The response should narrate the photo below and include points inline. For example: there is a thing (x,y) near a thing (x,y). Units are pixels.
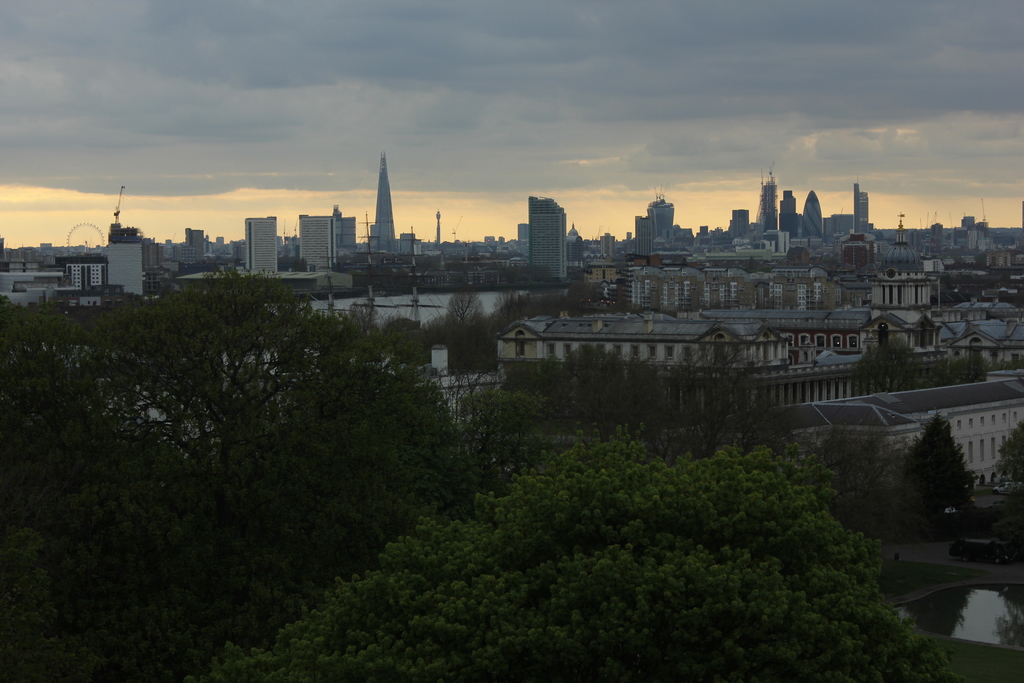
In this image we can see many houses (671,317) and buildings (705,337). There are many trees (635,552) in the image. There is a grassy land (905,578) in the image. There is a cloudy sky (538,63) in the image.
